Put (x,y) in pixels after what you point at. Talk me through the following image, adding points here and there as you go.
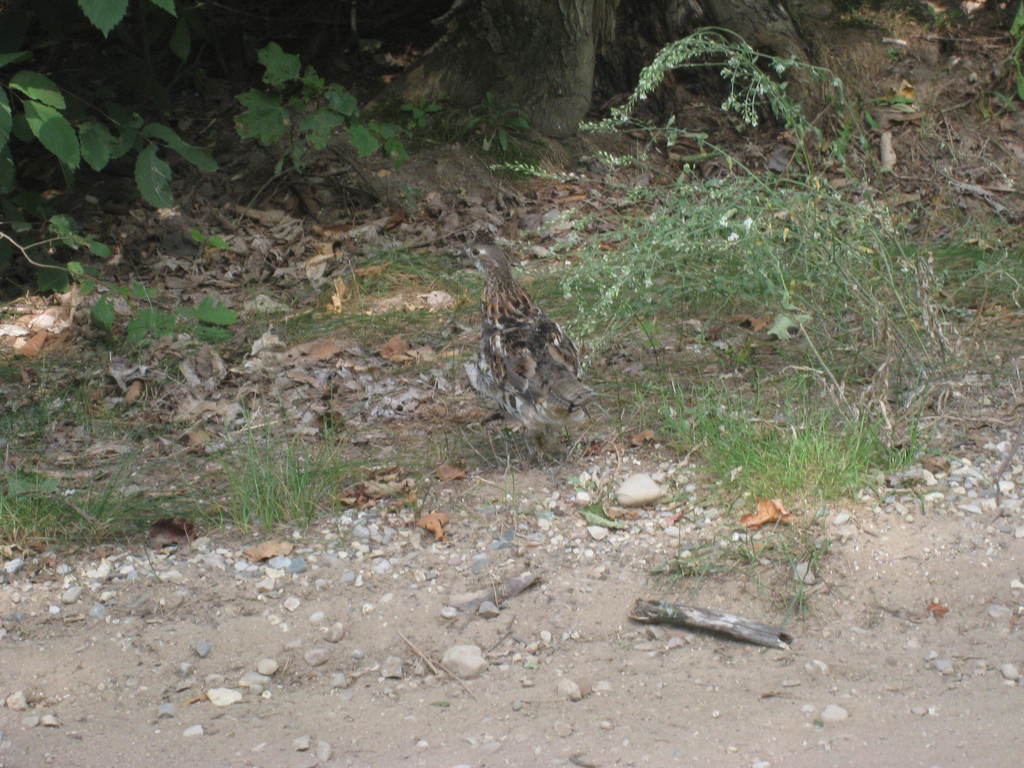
In this image I can see the bird (558,369) and the bird (490,281) is in black and brown color. In the background (801,123) I can see few plants (771,107) in green color.
